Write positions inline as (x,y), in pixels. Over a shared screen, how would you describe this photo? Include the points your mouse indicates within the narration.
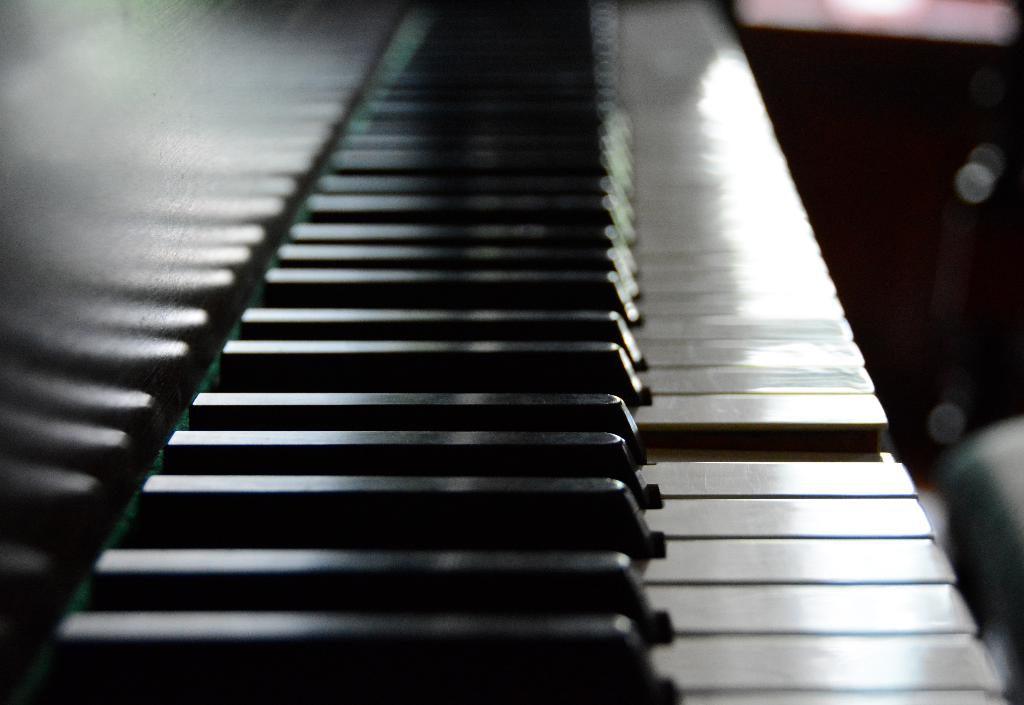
This piano keyboard (529,306) is highlighted in this picture.
